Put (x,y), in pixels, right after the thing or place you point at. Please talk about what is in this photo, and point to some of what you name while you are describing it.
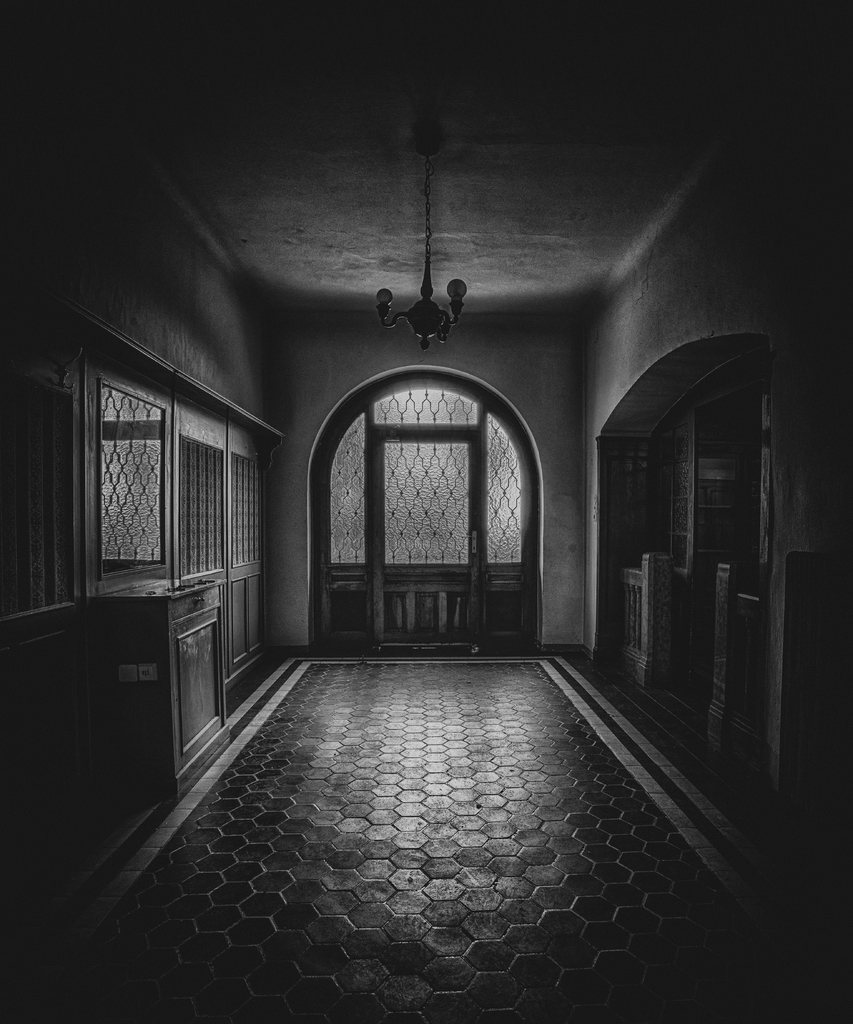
The image is in black and white, we can see there is a door (498,607), windows (6,587), there is a wall (71,206).
